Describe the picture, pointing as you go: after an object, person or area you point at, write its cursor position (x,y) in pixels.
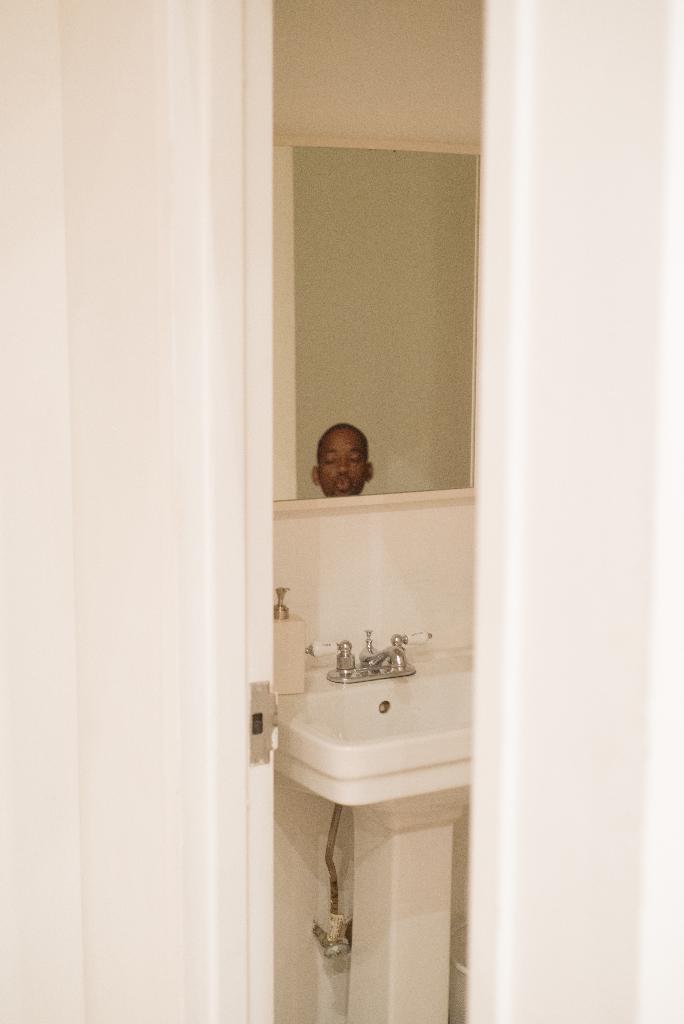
On the right side of the image (567,761) we can see a white color wall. In the middle (354,362) we can see a mirror (286,342), in that mirror (387,448) we can see a person face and wash basin (336,700) with two taps (336,675). On the left side (113,850) we have white color wall (114,875).
